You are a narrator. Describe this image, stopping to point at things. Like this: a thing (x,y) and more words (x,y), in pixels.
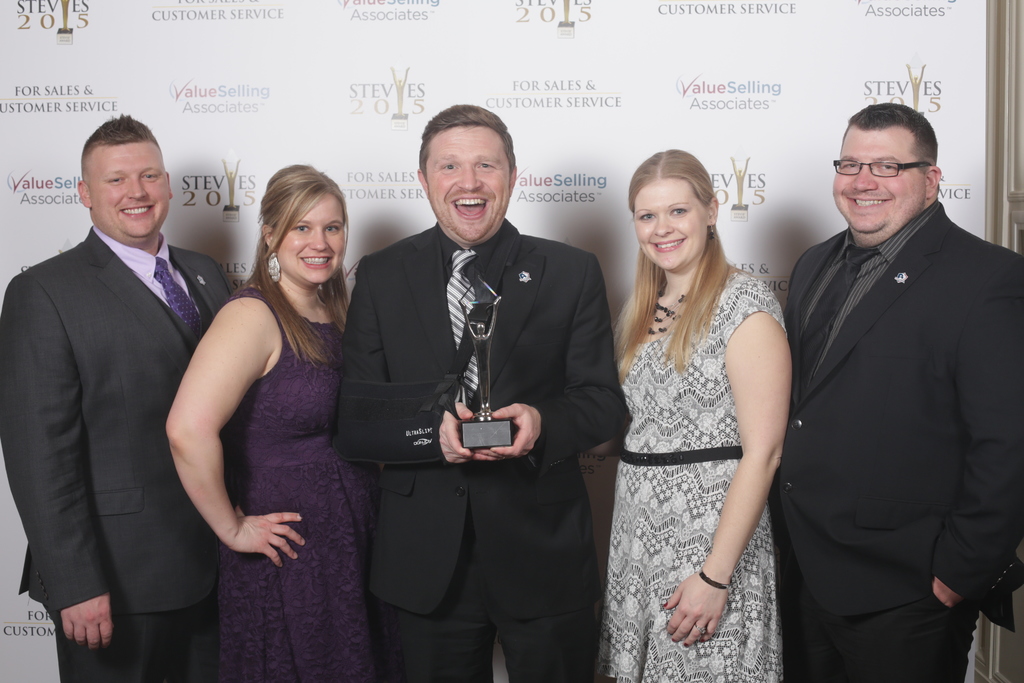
In this picture, we see three men (918,473) and two women (654,382) are standing. All of them are smiling and they are posing for the photo. The man (427,588) in the middle of the picture (412,277) who is wearing a black blazer (465,520) is holding a trophy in his hands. In the background (611,74), we see a board (622,143) or a banner (511,112) in white color with some text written on it.
